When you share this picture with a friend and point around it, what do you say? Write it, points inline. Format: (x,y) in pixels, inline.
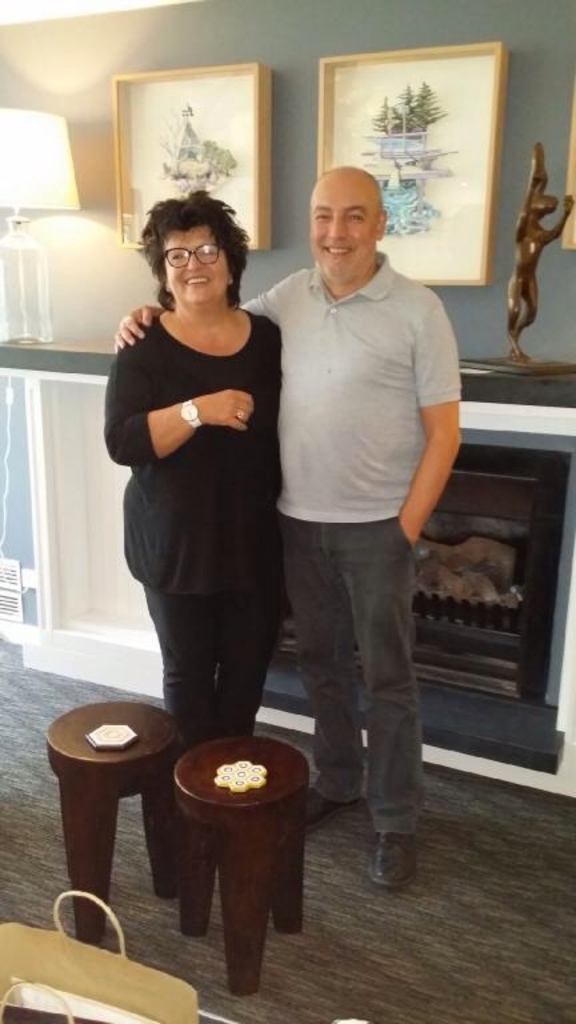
There are two people (235,414) standing and holding each other and there is a table (201,759) in front of them which has some objects (109,729) on it and there are pictures (394,157) attached to the wall (228,56) in the background (406,150).
